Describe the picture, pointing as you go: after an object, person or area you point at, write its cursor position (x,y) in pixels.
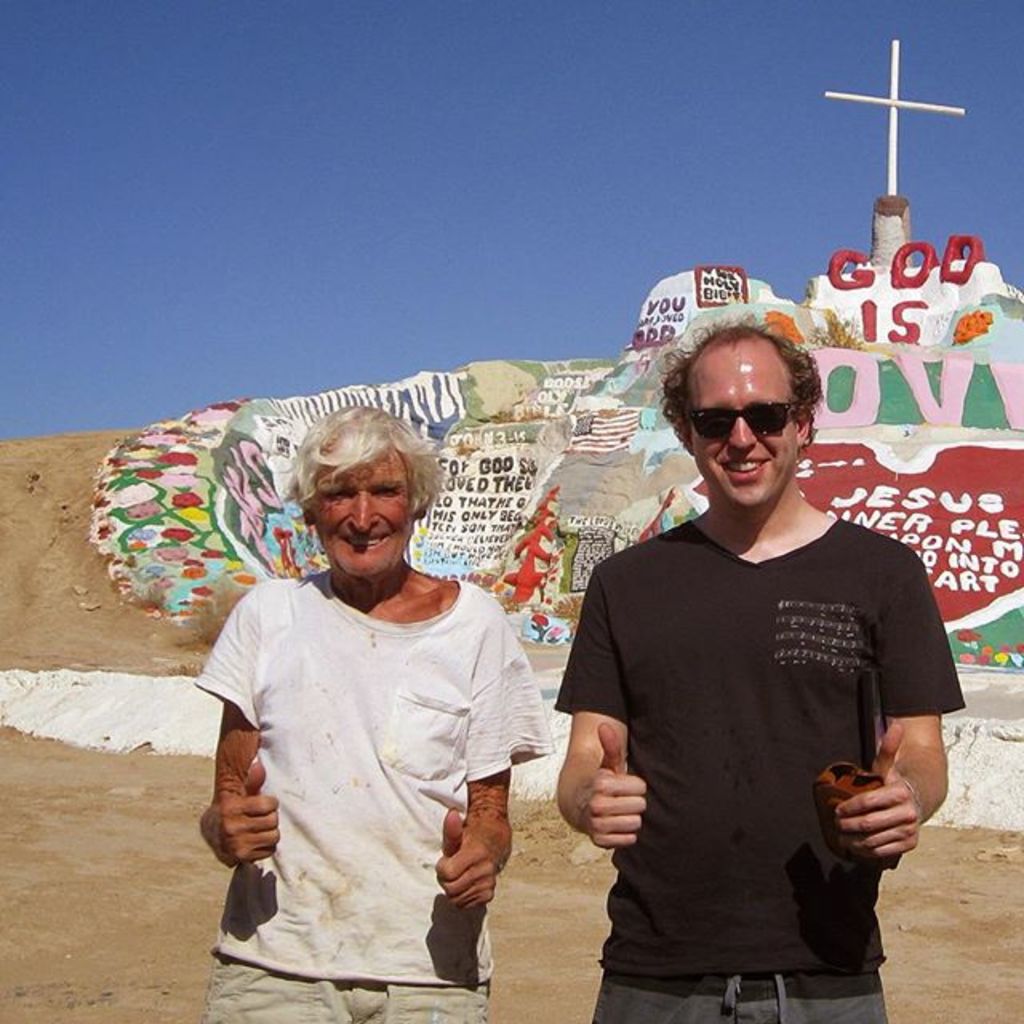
In this picture we can see two people (285,941) standing and smiling. In the background (151,800) we can see the ground (213,731), cross (887,99), paintings (640,378), some text (958,536) and the sky (370,158).
